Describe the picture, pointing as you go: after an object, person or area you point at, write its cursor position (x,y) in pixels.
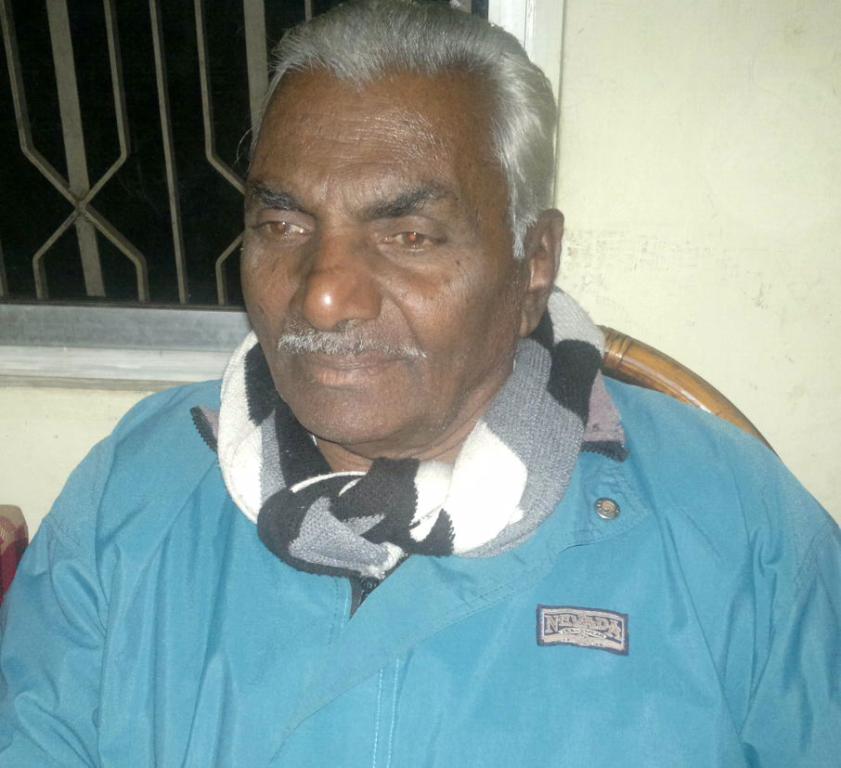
In this image I can see a person (407,289) wearing blue, black, white and grey colored clothes (450,489) is sitting on a wooden chair (615,362). In the background (227,192) I can see the window (206,42) and the cream colored wall (694,176).
